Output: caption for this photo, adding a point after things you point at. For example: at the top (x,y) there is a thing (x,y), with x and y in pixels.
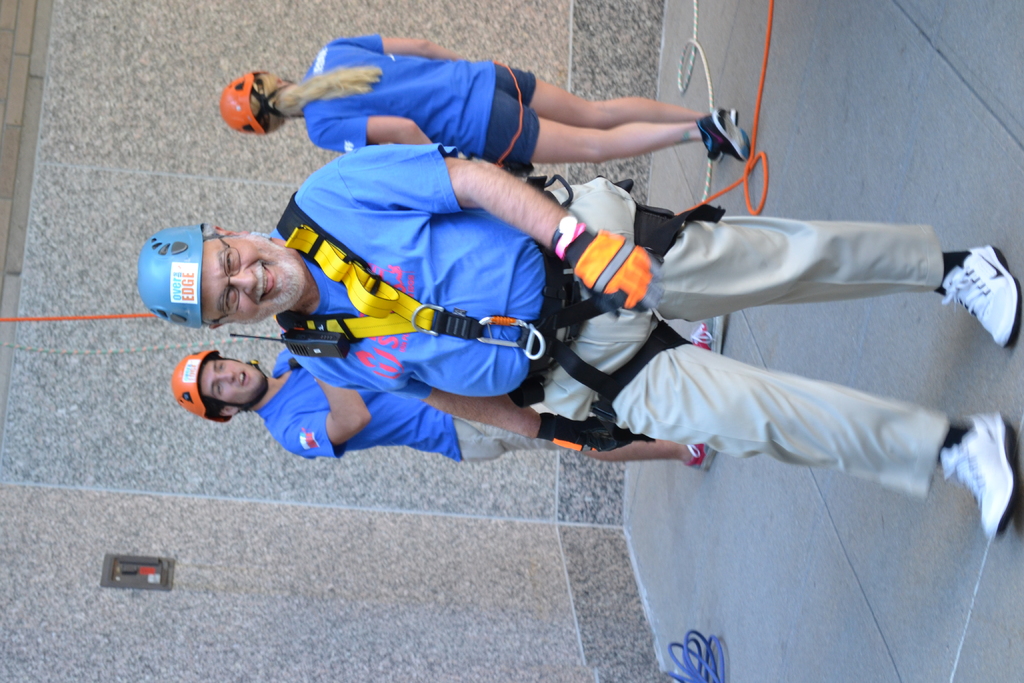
In the center of the image (477,337) we can see three people (422,181) are standing and wearing blue T-shirts (402,251), helmets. On the left side of the image (126,615) we can see the wall (274,220). On the right side of the image (865,608) we can see the floor (822,309) and ropes (692,676).
